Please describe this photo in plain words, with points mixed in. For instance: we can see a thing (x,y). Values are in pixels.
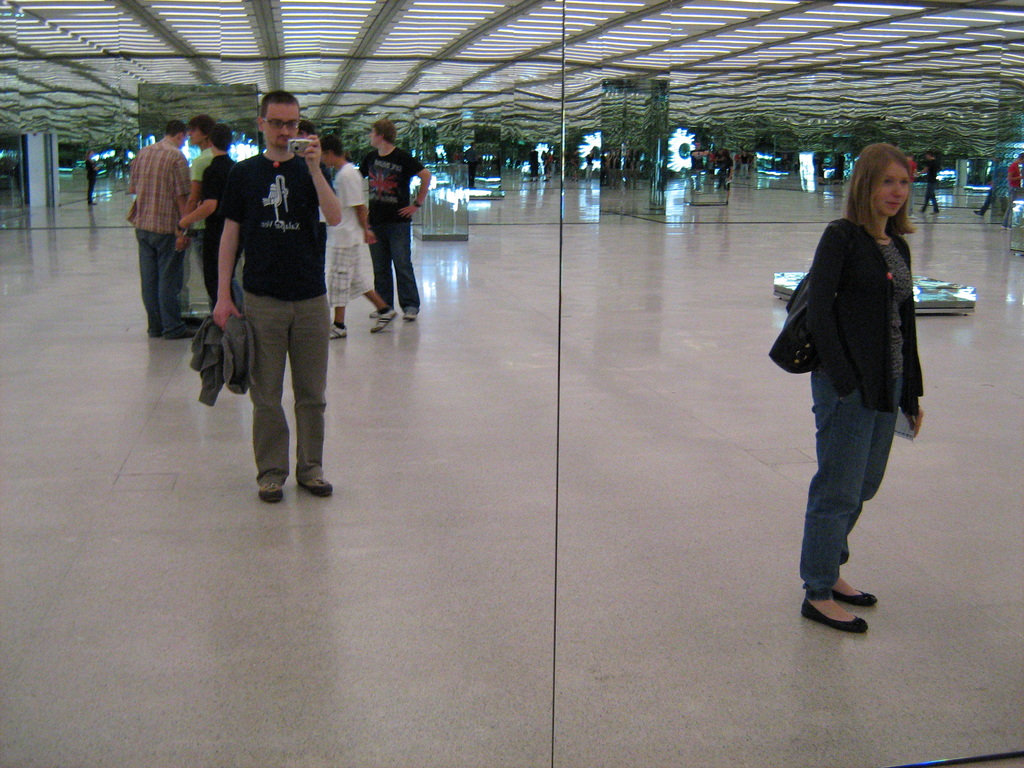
In this picture we can see mirrors (513,654), from mirrors (603,661) we can see a group of people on the ground (409,487), one person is holding a camera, cloth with his hands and a woman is wearing a bag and in the background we can see pillars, lights (307,21), roof (326,28) and some objects (673,154).
